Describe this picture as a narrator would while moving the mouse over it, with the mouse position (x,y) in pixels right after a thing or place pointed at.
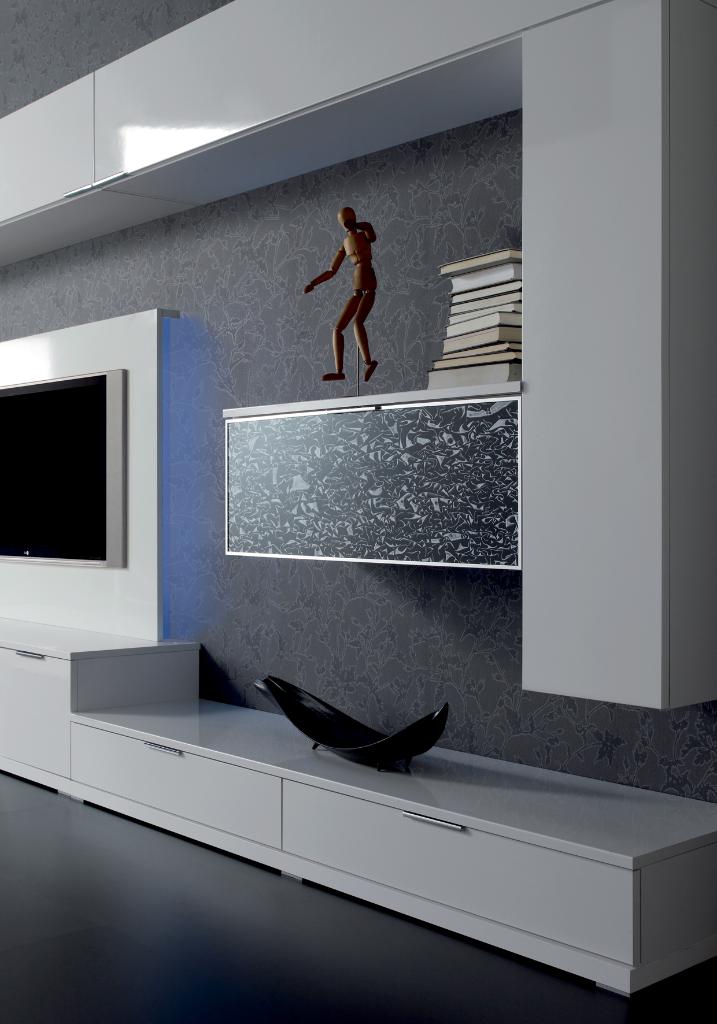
In this picture I can see a television (104,517) and a toy (366,282) on the shelf (375,467) and few books (445,345) and I can see few drawers (42,695) and a showpiece (286,686).
